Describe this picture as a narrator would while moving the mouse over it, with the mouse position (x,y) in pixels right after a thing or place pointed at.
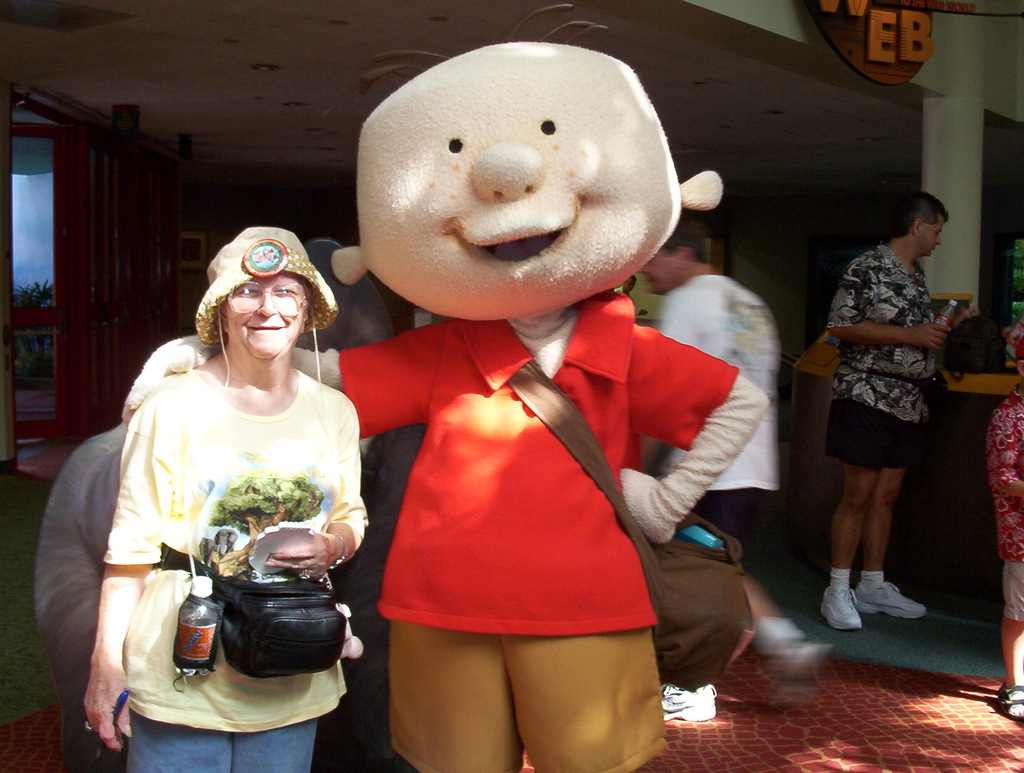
In this image we can see the depiction of a person (504,683). We can also see a woman (222,370) wearing the glasses (256,299) and standing and smiling. In the background (1001,419) we can see the people (867,357) standing on the floor (910,689). We can also see the door (52,257), pillar (945,175), ceiling (419,3) with the ceiling lights (270,70). On the left (38,284) and through the door (17,318), we can see the trees (42,302) and sky (28,237).
